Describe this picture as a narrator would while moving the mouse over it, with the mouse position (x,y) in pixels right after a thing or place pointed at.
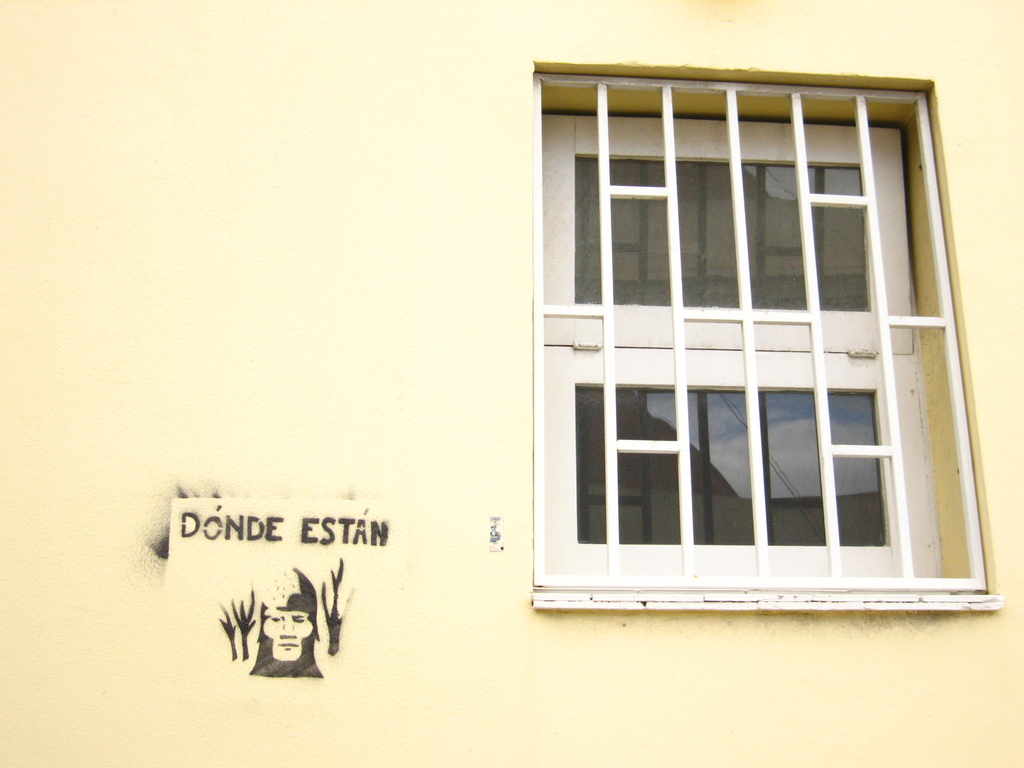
This image is taken outdoors. In this image there is a wall (261,236) with a window (733,293) and grills (756,457) and there is a text (232,526) on the wall (277,549).
